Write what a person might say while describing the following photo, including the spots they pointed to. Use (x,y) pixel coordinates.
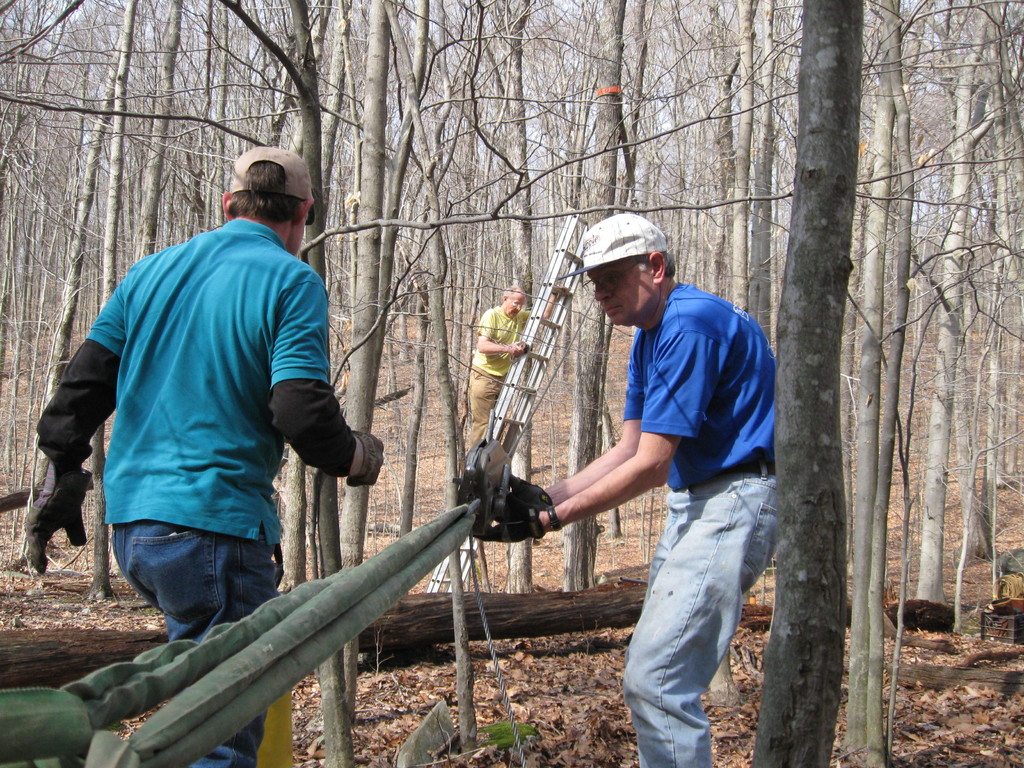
There are people (691,751) and he is holding an object (490,490). We can see rope (491,638), ladder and green objects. We can see trees (602,163).
